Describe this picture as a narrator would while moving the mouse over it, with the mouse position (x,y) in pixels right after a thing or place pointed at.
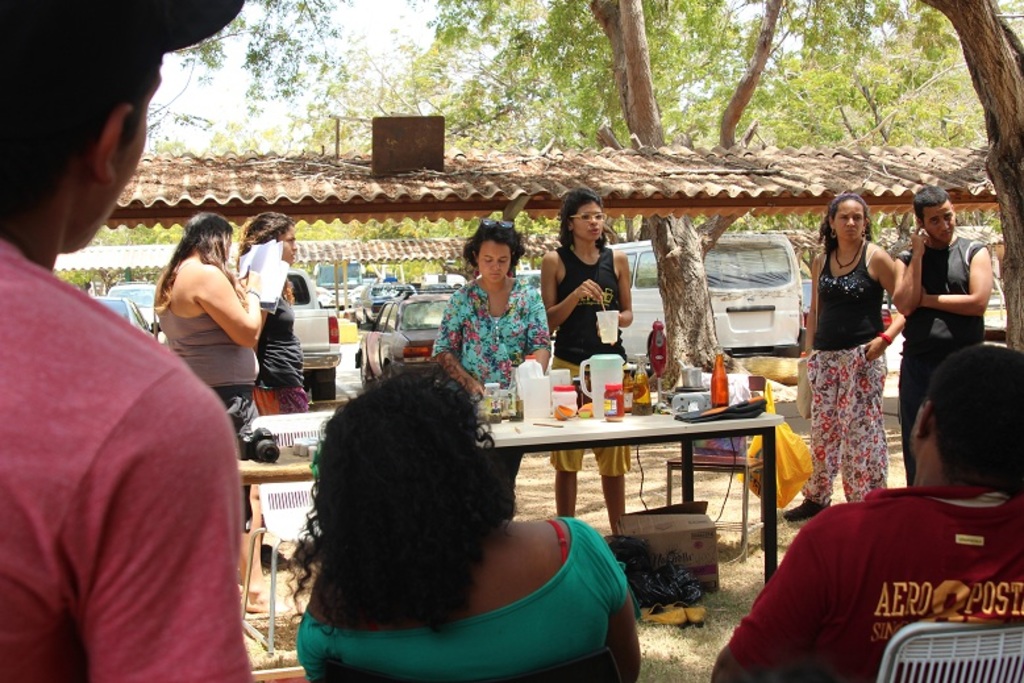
in the picture there are many people (504,314) standing and two people (1018,619) are sitting, there are tables (624,417) in front of the people (476,463) in which there are many items (491,412), there are trees (1001,172), there are many cars (784,286).
